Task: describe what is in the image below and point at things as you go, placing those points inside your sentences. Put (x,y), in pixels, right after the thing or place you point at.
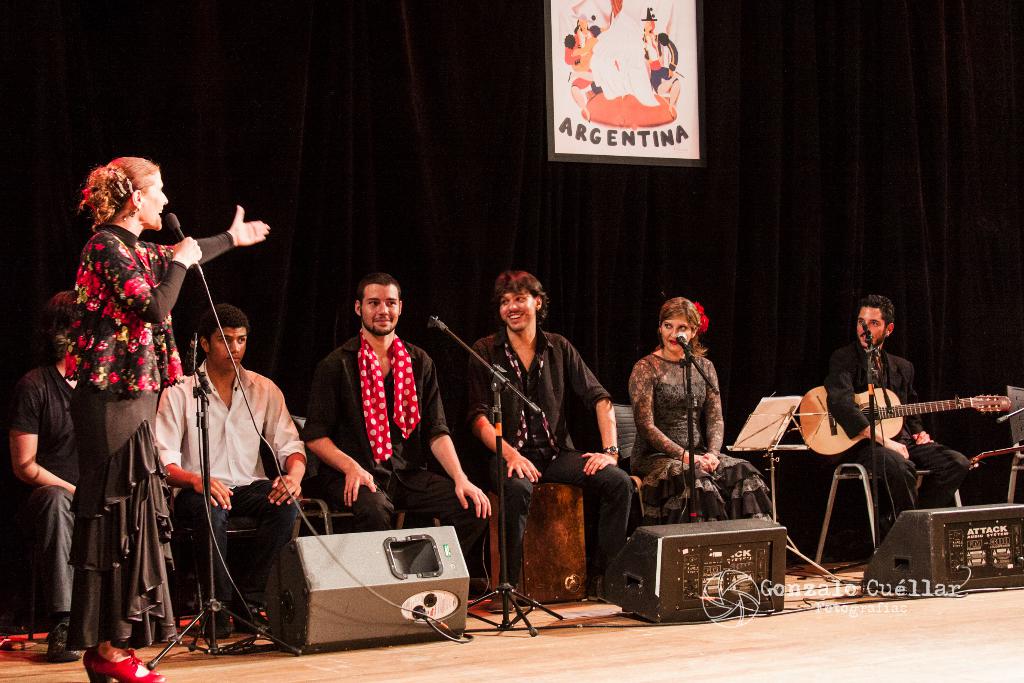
There are group of persons (449,436) on the stage (894,607), all of them are wearing black except him. A woman (209,252) is standing and she is wearing a jacket (128,366), a black skirt (122,477) and a red heels (160,677). She is holding a mike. These three people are staring at her. One person (840,414) is holding a guitar (960,406). There are three sound speakers (972,527) in front of them and one frame (550,82), curtain (498,85) behind them.
